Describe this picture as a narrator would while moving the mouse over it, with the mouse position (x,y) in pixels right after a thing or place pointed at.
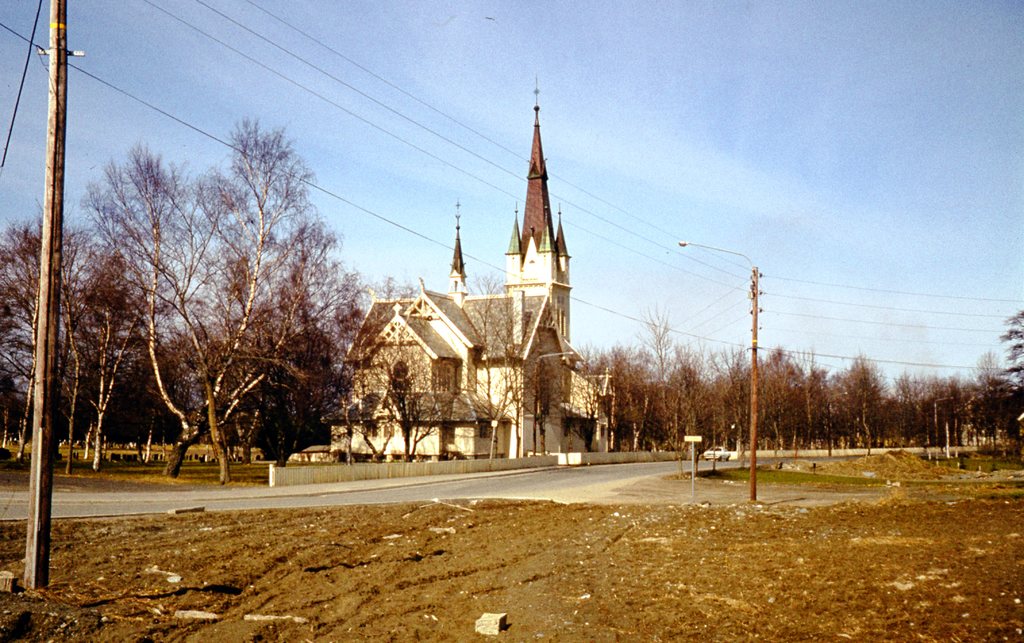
In this image we can see poles (56,229), electric wires (511,196), objects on the grass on the ground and road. In the background (216,459) we can see trees (14,322), poles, building (461,389) and clouds (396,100) in the sky (200,146).
